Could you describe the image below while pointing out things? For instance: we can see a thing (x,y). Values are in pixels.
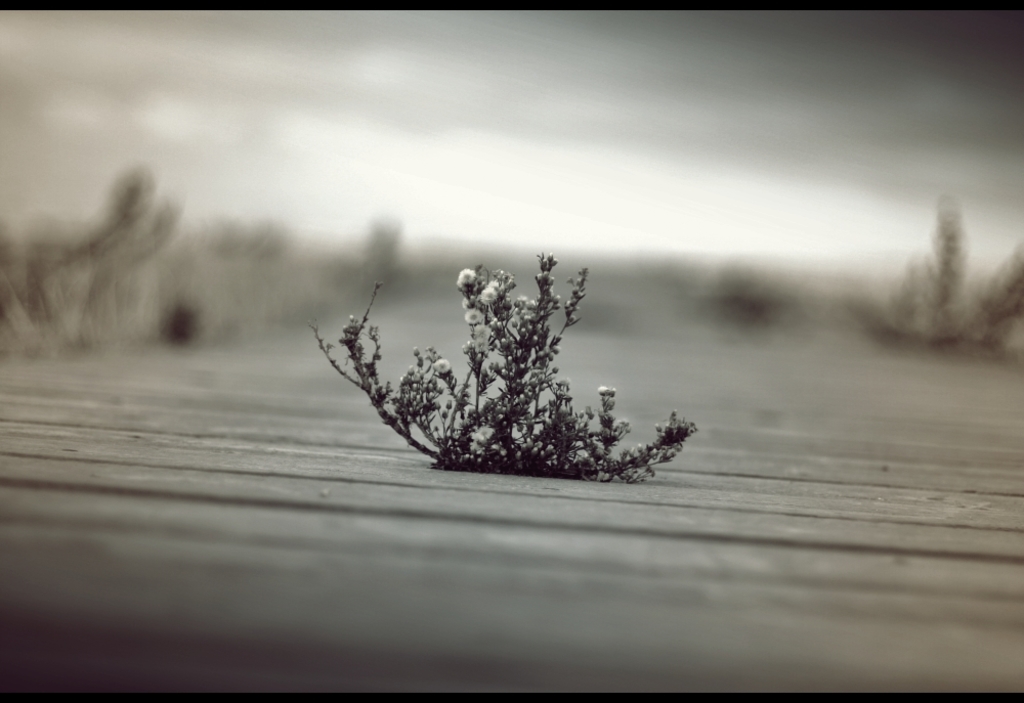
This is black and white image where we can see a flower plant (495,421).
